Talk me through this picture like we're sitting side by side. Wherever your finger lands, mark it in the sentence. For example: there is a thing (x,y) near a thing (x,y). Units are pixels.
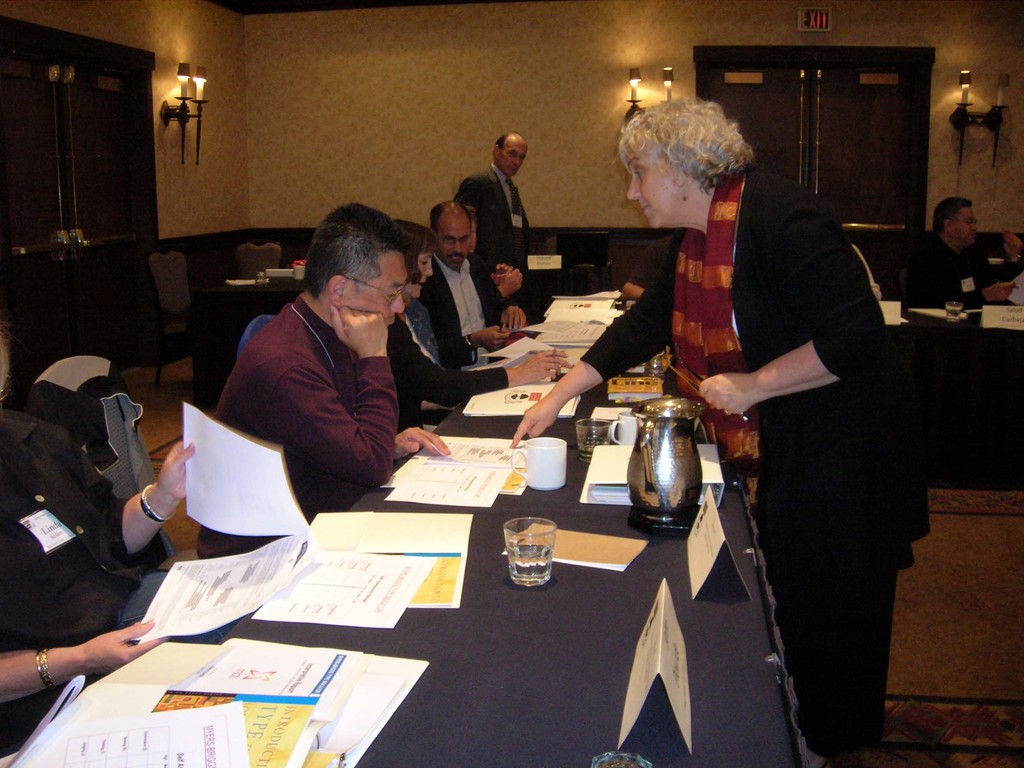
In this image I can see people (420,391) among them some are standing and some are sitting on chairs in front of tables (596,588). On tables (485,623) I can see papers (438,569), glasses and other objects (607,480). I can see lights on the wall (428,82) and doors (886,145). I can also see some other objects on the floor (181,529).
